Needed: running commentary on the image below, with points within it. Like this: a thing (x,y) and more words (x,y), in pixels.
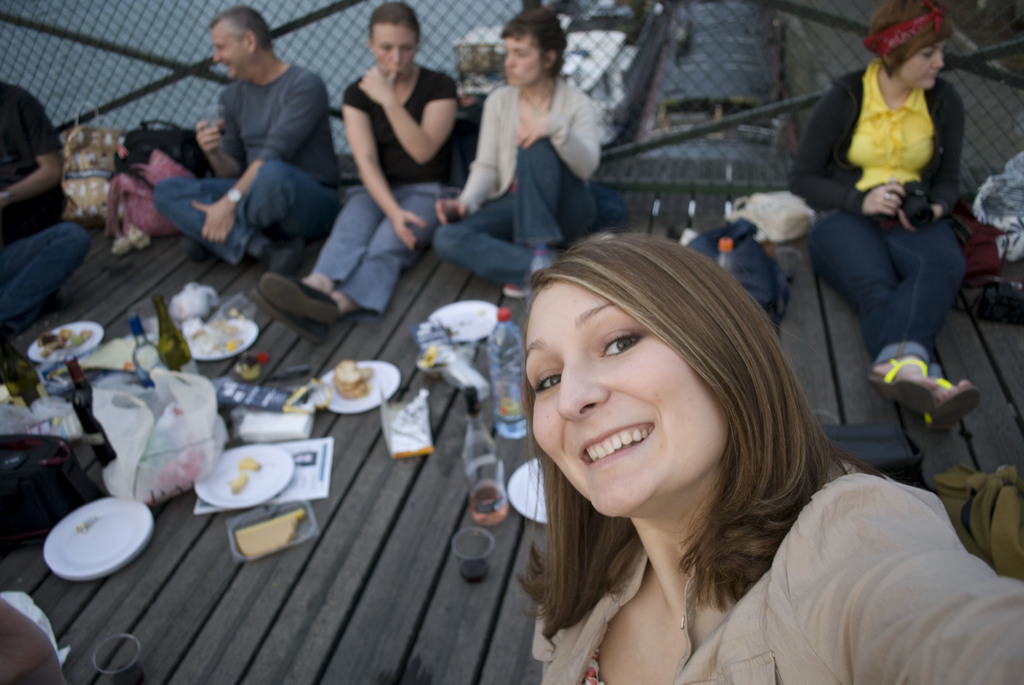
In this image we can see some people (400,231) sitting on the floor (363,461) which contains bottles (184,361), plates (256,458), snacks (274,394), glasses (484,528), tissue papers (276,422) and some food (304,397). On the backside (55,100) we can see a fence (85,97).
